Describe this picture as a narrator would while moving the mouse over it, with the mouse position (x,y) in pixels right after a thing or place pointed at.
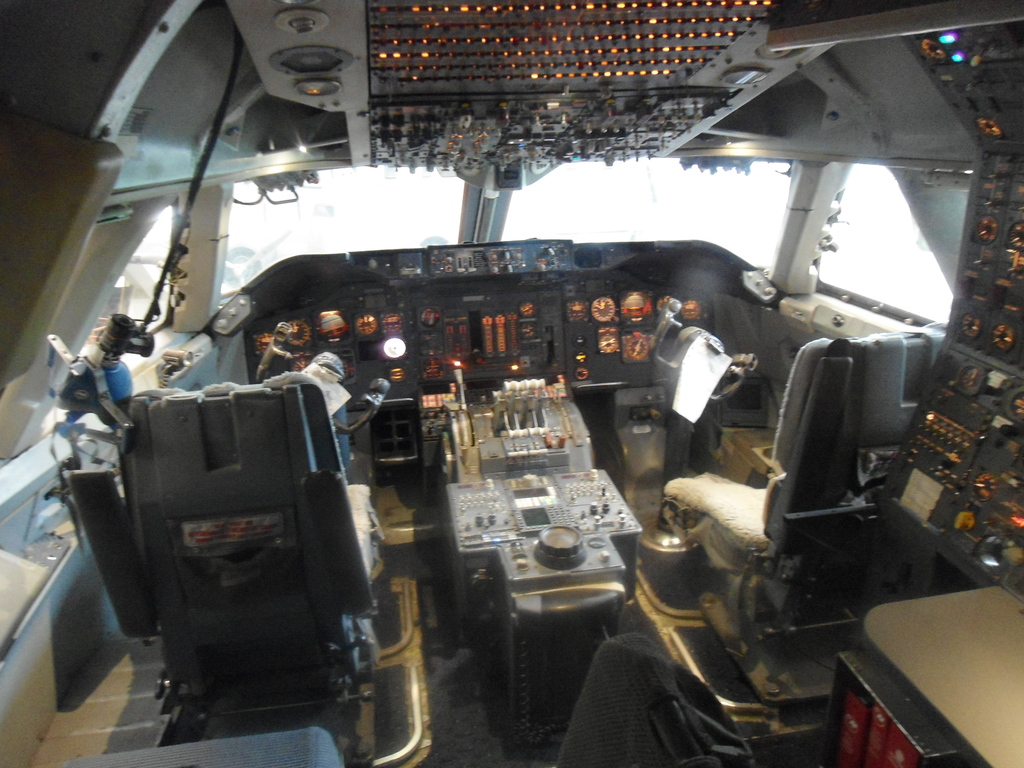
In this image I can see the inner part (470,500) of an aircraft (552,504). Background (708,200) I can see sky (690,208) in white color.
